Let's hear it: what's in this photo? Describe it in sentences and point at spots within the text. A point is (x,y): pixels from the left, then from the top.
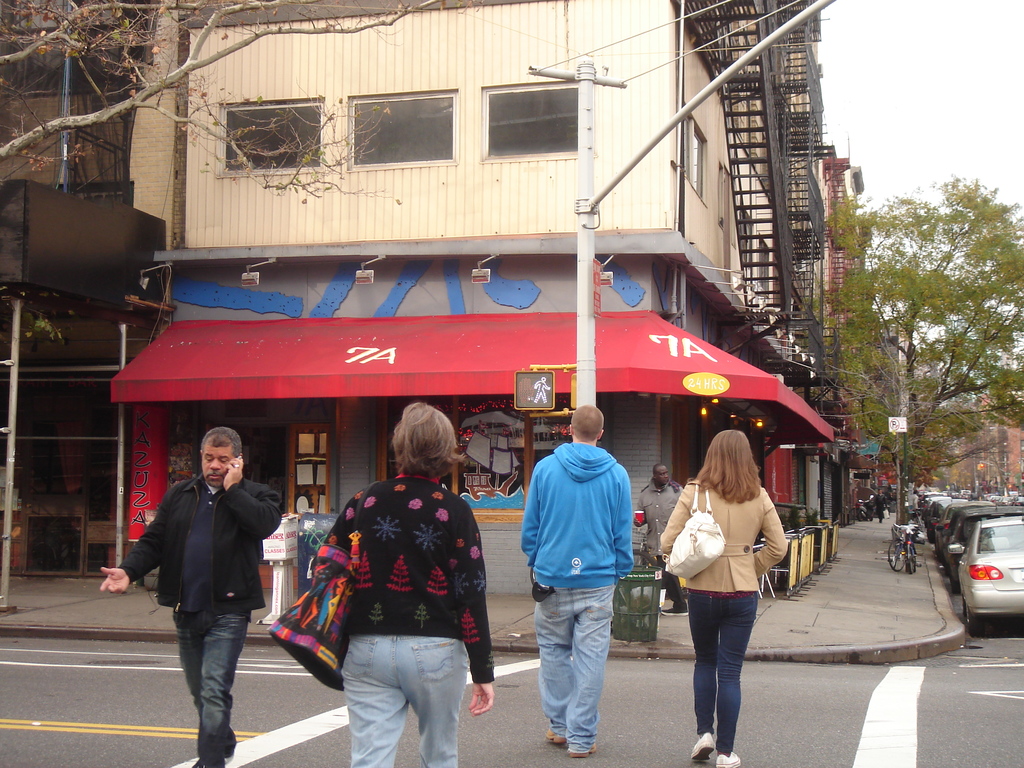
In this picture there are buildings (616,289) and trees (910,367). In the foreground (607,647) there are group of people (769,523) walking on the road (654,672) and there are dustbins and there is a bicycle (915,554) and there are poles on the footpath (931,569). On the right side of the image (994,583) there are vehicles (953,509) on the road (881,711). At the top (975,84) there is sky (974,96). At the bottom (927,672) there is a road (997,619).
